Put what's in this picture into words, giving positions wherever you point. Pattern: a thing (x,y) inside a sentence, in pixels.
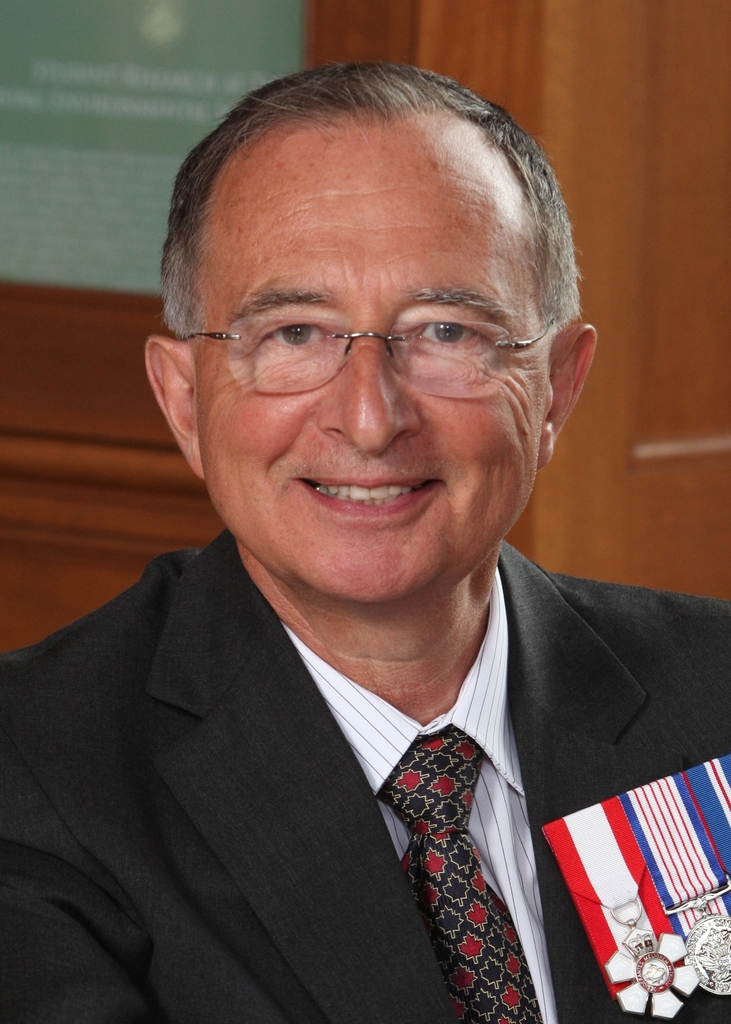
In the center of the image (259,528) there is a person (156,604) wearing a suit (604,632) with badges (601,815). In the background of the image (152,494) there is a wooden door (490,50).
